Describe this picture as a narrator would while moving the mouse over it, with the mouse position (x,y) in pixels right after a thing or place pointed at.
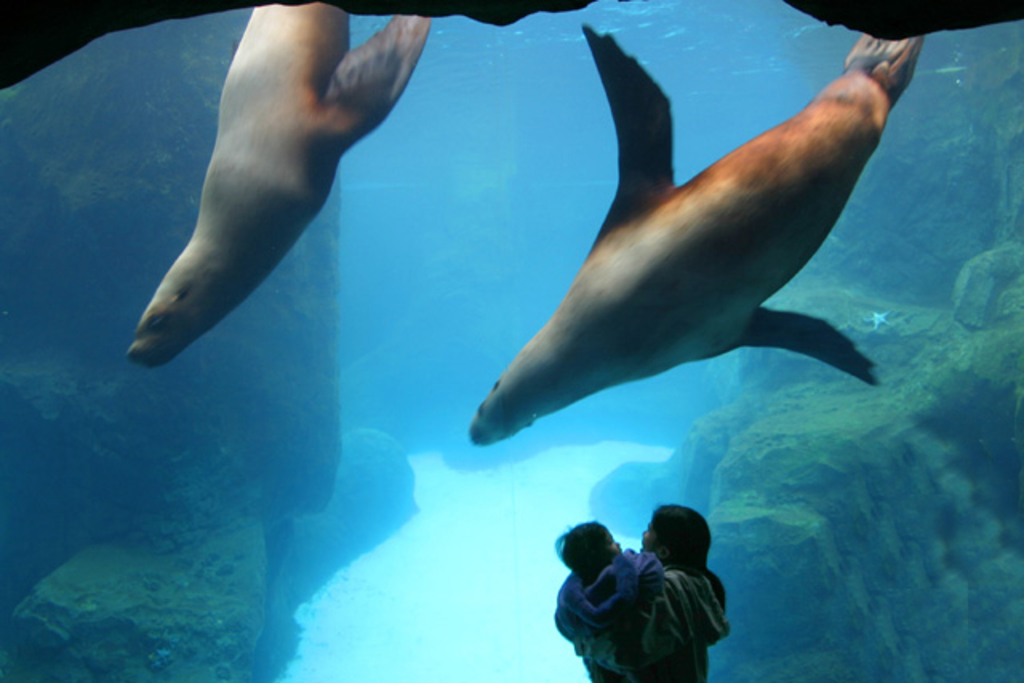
This image is taken in an aquarium park (905,212). At the bottom of the image (673,644) a woman (649,551) is standing and she is holding a kid (601,574) in her hands (601,655). In the middle of the image (631,344) there are two seals (201,288) in the water (301,513) and there are a few rocks (186,446).
